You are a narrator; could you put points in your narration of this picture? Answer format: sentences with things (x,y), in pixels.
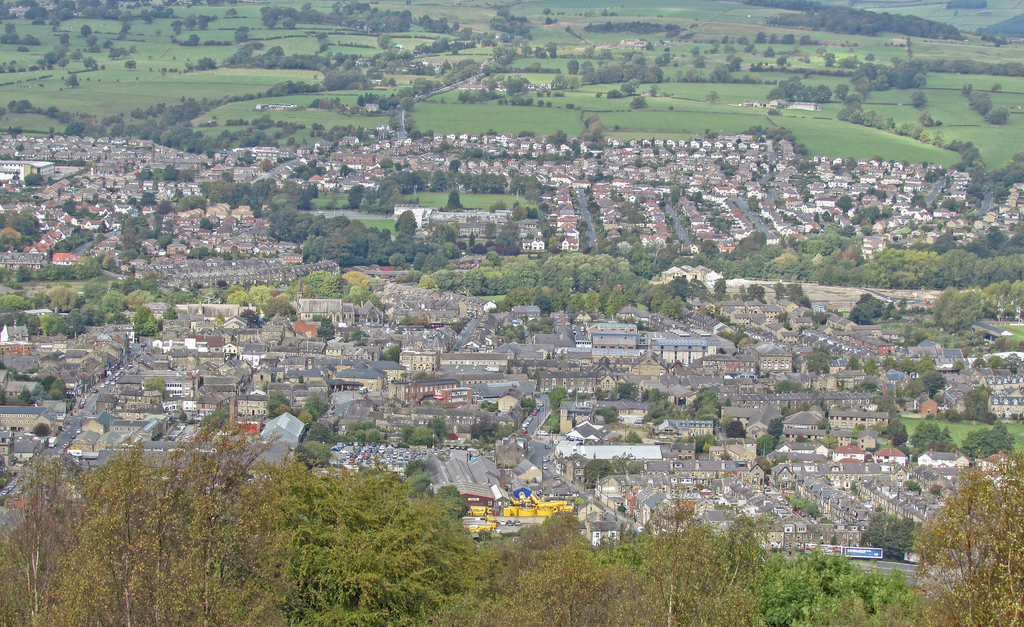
In this image we can see many buildings (527,475), there are some trees (458,522), grass (751,119), boards (848,547) with some text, vehicles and some other objects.
